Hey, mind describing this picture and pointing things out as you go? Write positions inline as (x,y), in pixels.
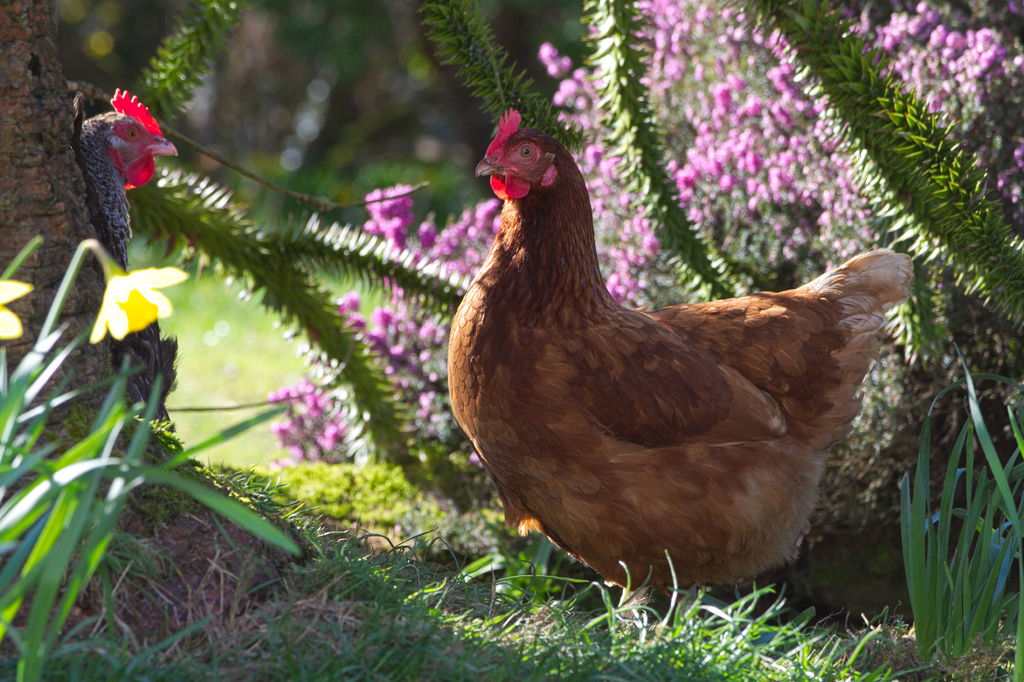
In this picture there are hens (795,299) and there are purple color and yellow color flowers (394,297) on the plants (75,501). At the bottom (785,668) there is grass (777,656) on the ground (122,516).
